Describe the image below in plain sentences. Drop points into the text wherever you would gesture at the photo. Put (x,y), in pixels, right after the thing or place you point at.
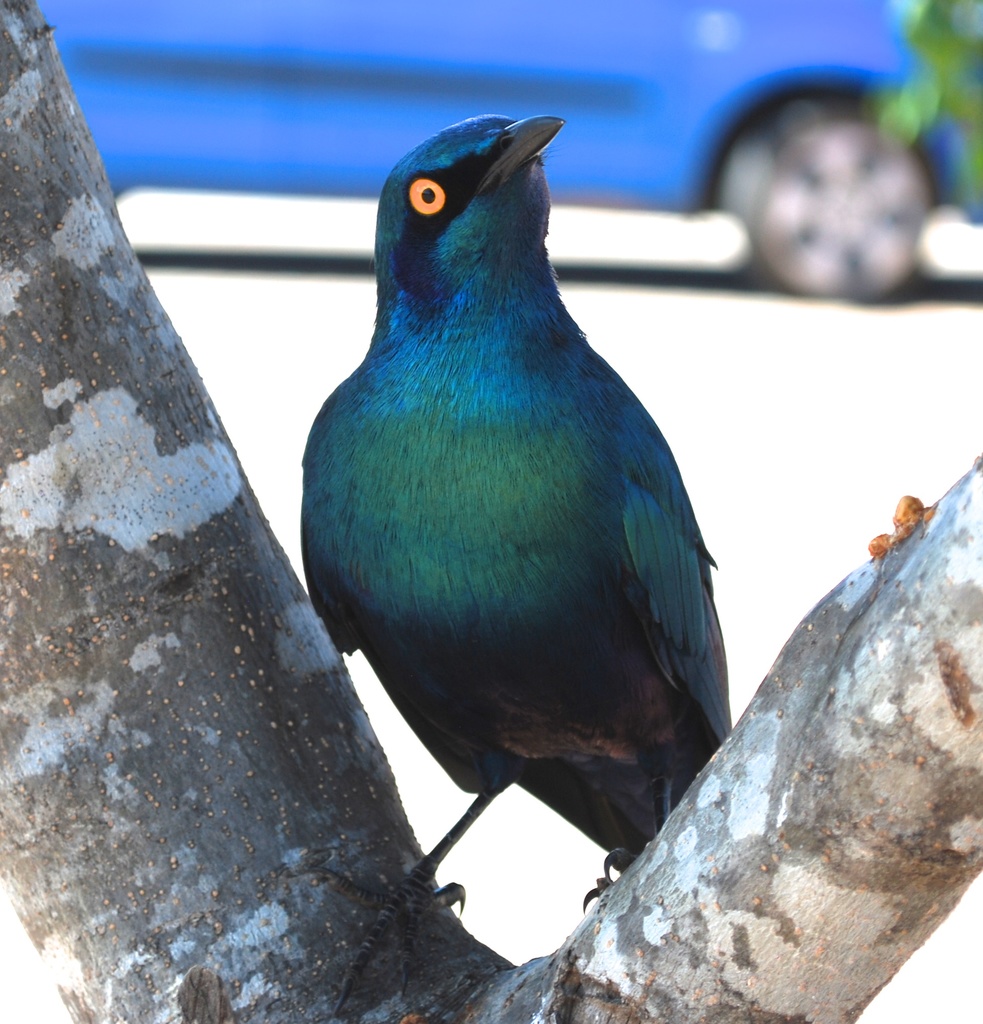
In the center of the image (434,515) we can see a bird (510,399) on the barks (8,583) of a tree (736,752). In the background (566,131) we can see the blue color car (725,38) on the road (782,312). We can also see the leaves (953,88).
